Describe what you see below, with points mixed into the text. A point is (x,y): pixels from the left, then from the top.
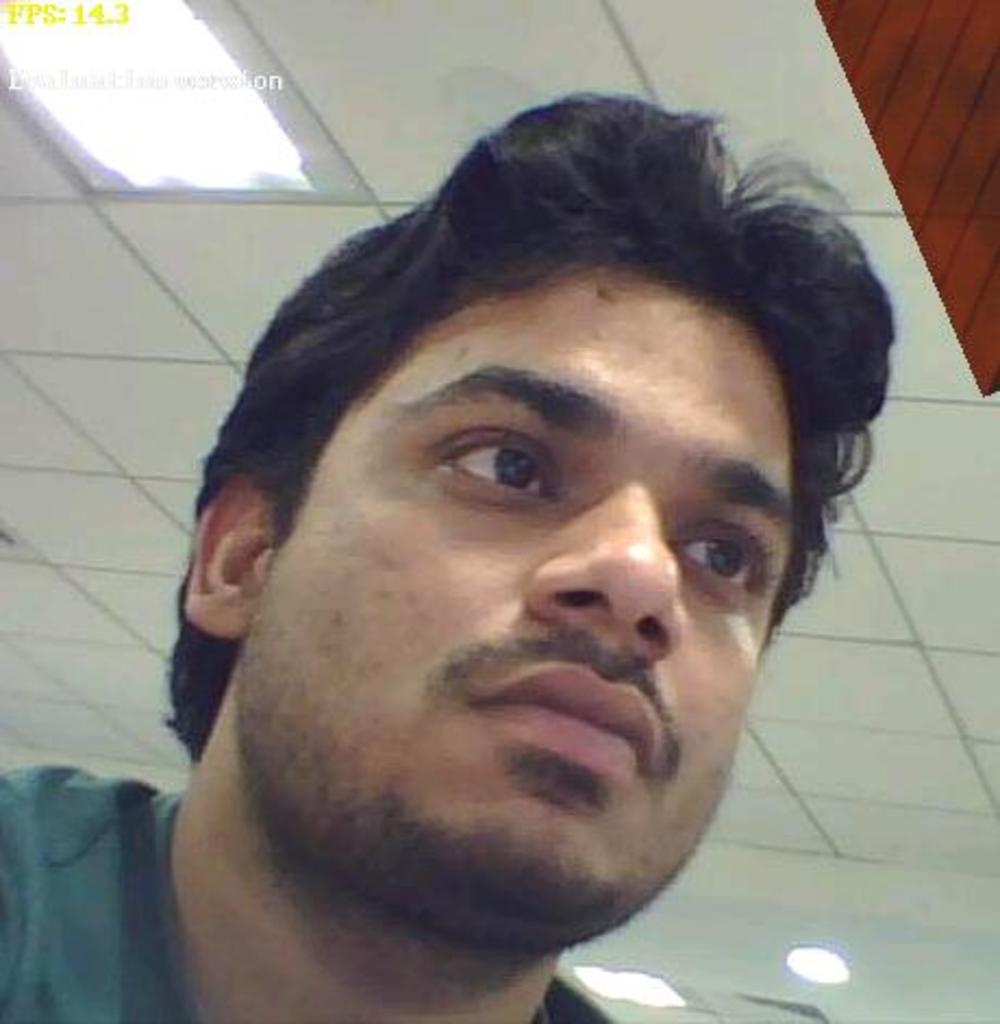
In this picture I can see there is a man (239,940) sitting and he is wearing a t-shirt (126,852) and looking at right side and there are lights (181,185) attached to the ceiling (127,318).
